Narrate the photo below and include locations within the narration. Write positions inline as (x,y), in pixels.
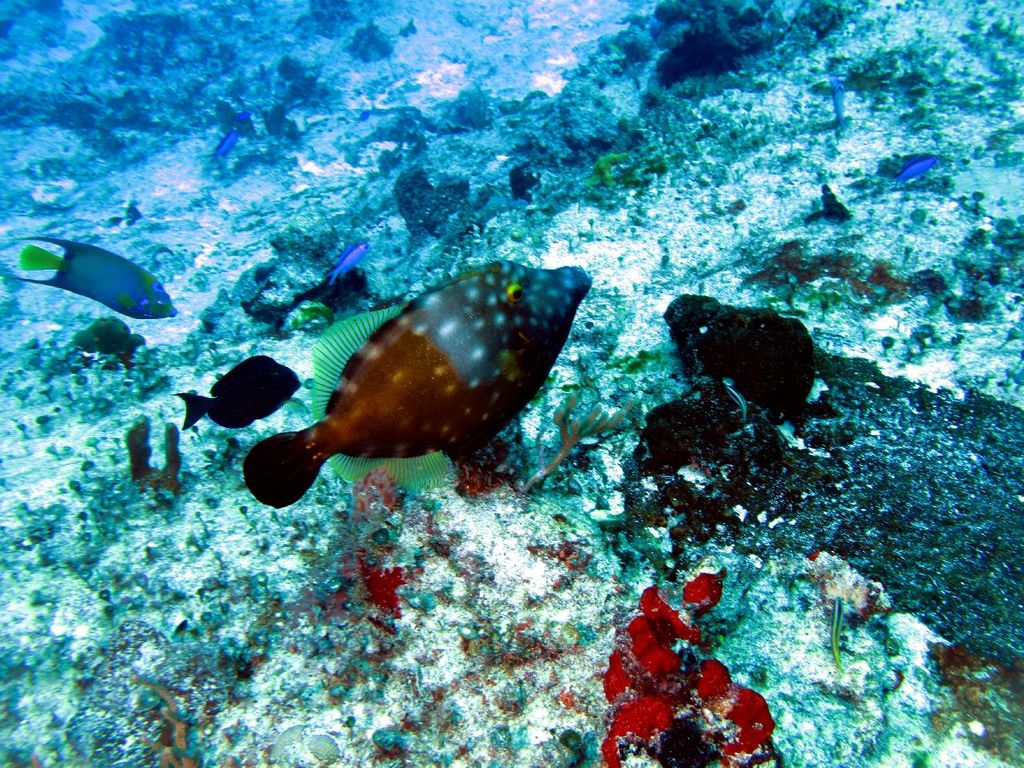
In this image there are different colors of fishes (434,480) as we can see in the middle of this image (483,386).
